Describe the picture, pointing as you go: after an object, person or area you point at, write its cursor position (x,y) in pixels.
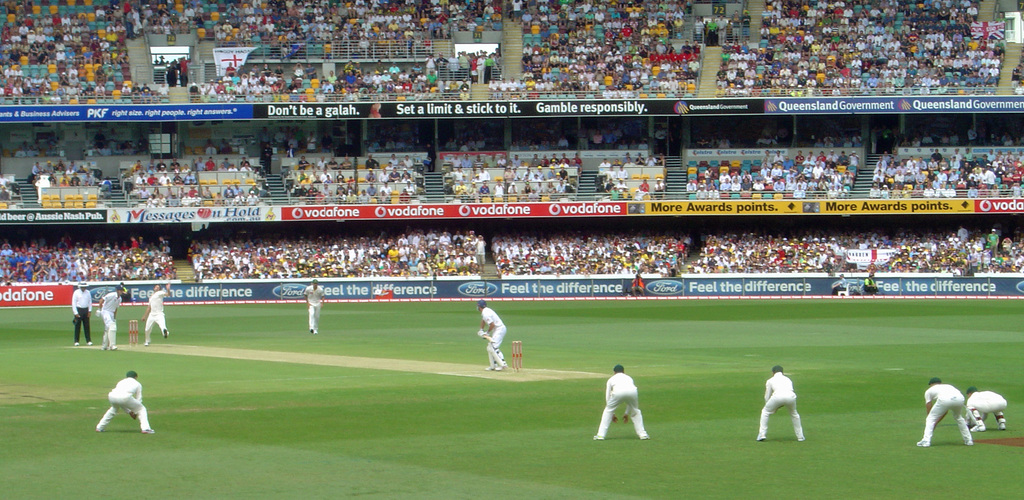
In this image there are persons (790,406) playing cricket match. In the background (400,213) there are boards (432,210) with some text (398,212) written on it and there are persons (473,72) standing and sitting and there are pictures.
